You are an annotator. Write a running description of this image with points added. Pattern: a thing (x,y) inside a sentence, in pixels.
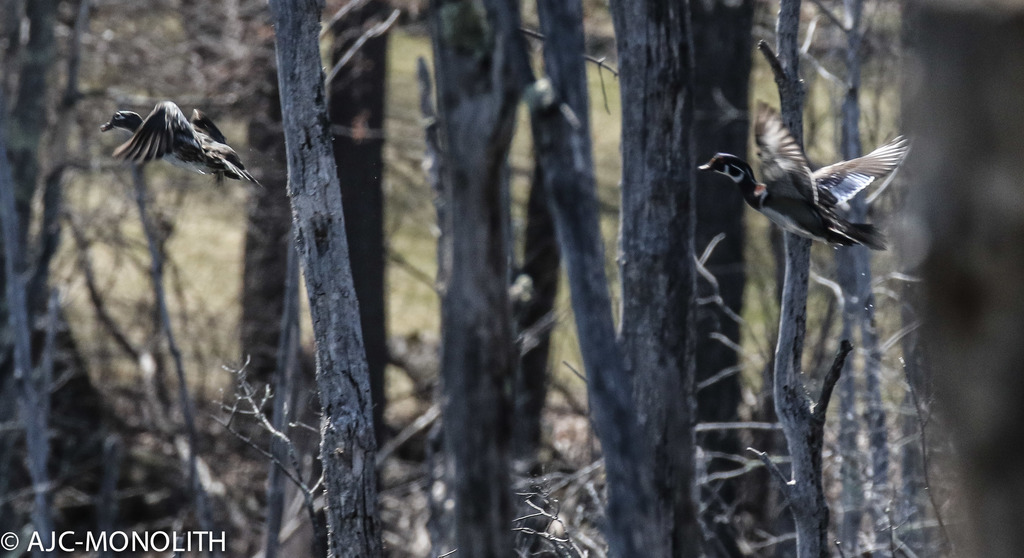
In this image we can see some birds (235,167) flying in the sky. In the background (616,397), we can see a group of trees (303,85). At the bottom (185,538) we can see some text (138,541).
